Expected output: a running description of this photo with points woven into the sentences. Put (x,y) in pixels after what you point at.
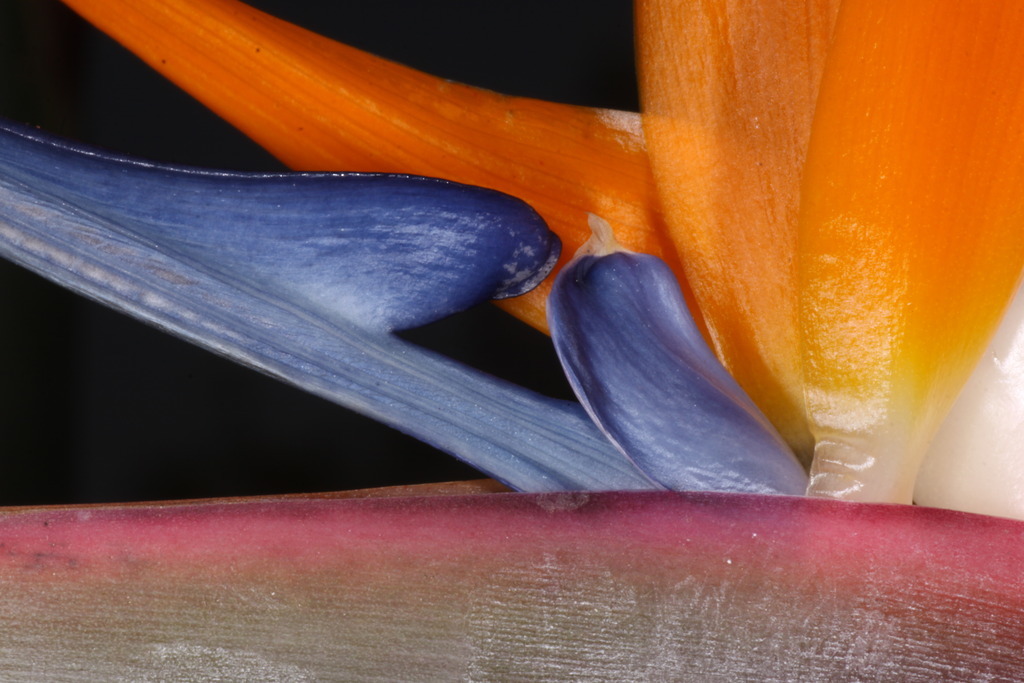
In the picture there are some petals (641,231) of flowers (652,268).
